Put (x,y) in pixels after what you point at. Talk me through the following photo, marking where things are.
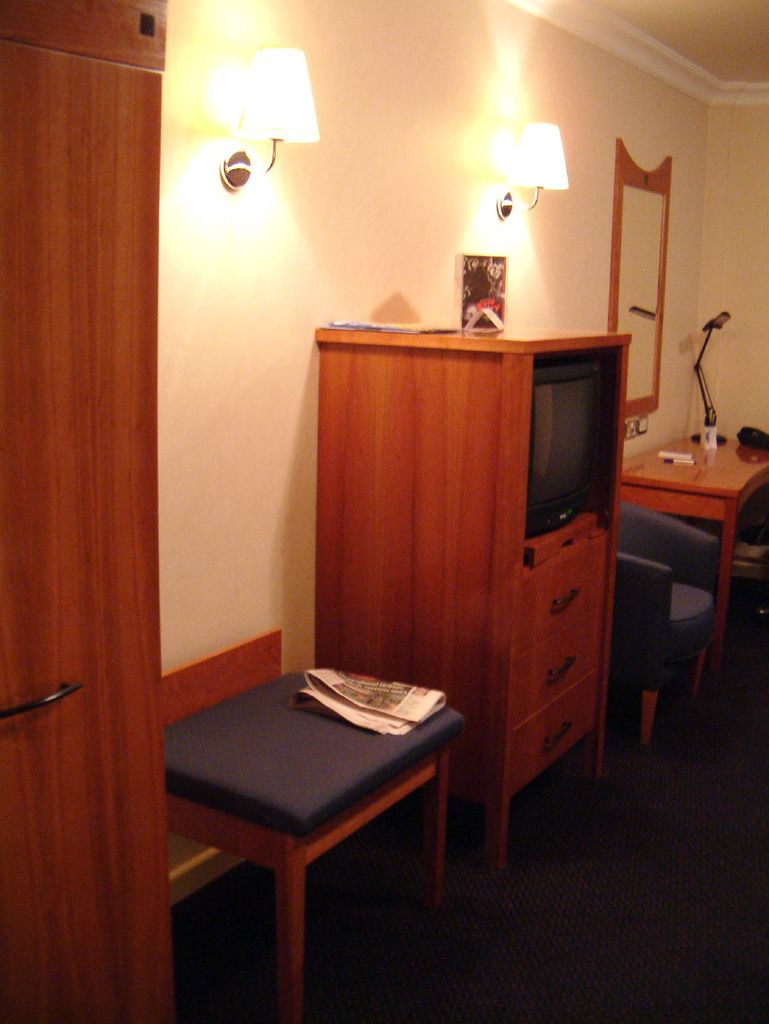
We can see lights (524,150), mirror (635,289), frame (480,272) over a wall (726,271). Here we can see a television (579,440) in a cupboard (579,624). Here we can see a chair (407,741) and on the chair (420,748) we can see a newspaper (382,707). Here on the table (722,497) we can see a marker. This is a floor (576,937).
